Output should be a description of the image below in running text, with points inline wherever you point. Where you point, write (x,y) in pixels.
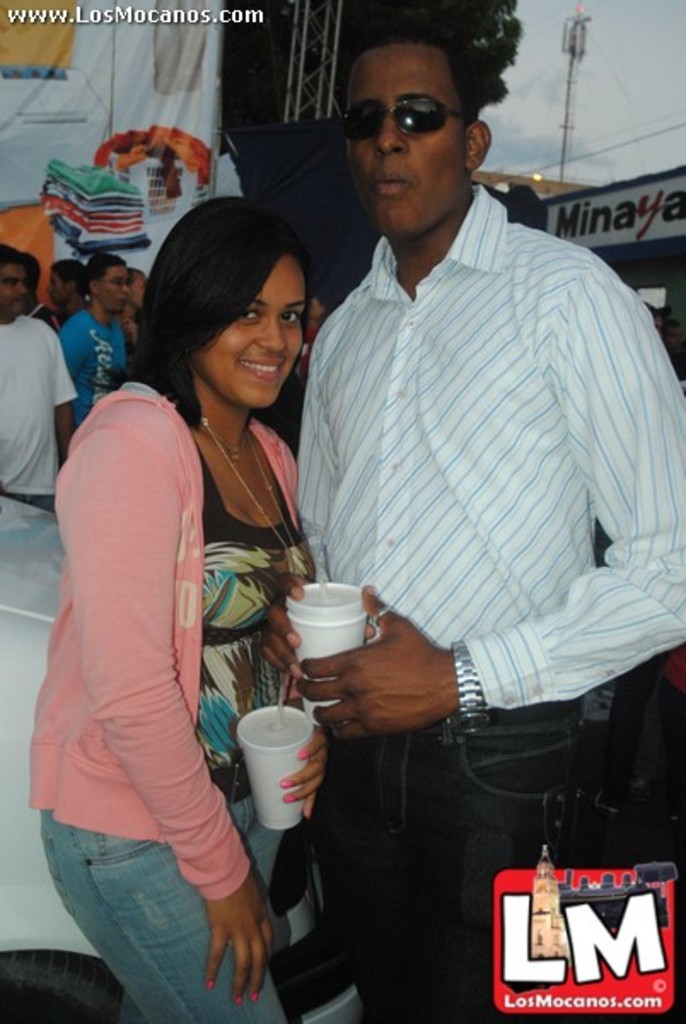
In this image there is a man (350,859) and a woman (234,530) with a smile on her face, holding cups (272,767) are posing for the camera, behind them there are few other people (127,322) standing.
